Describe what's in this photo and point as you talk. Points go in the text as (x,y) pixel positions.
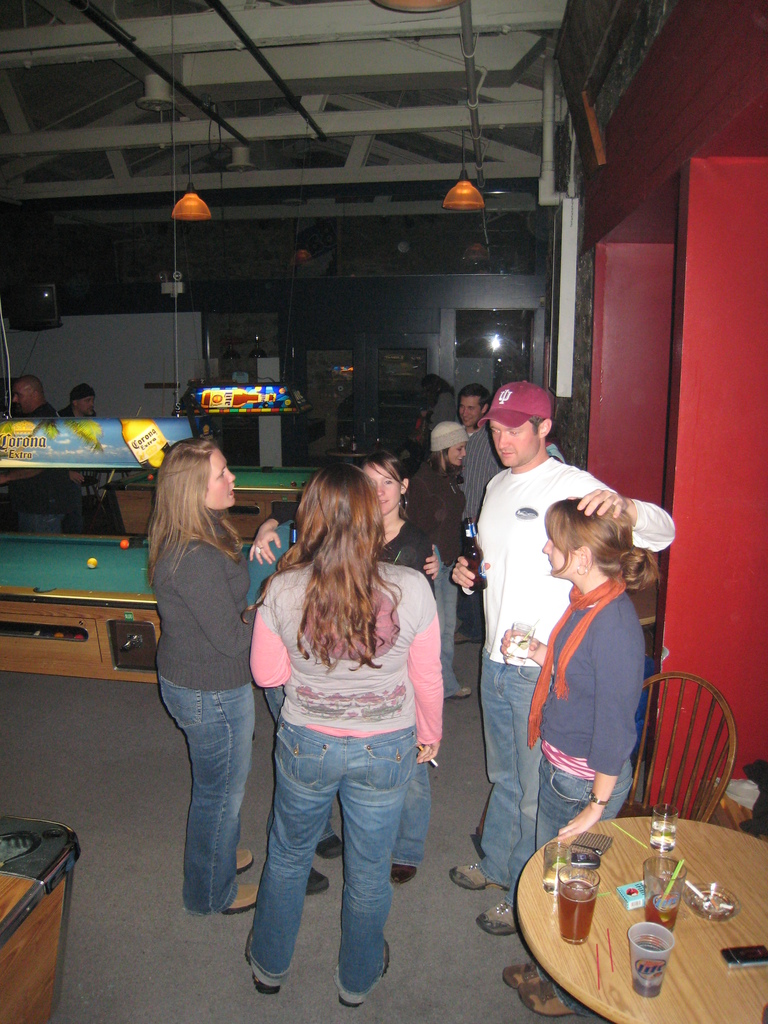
As we can see in the image there are few people (324,503) standing over here. On the right side (658,736) there is a chair (713,808) and table (686,973). On table (676,968) there are glasses (668,832) and mobile phones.
